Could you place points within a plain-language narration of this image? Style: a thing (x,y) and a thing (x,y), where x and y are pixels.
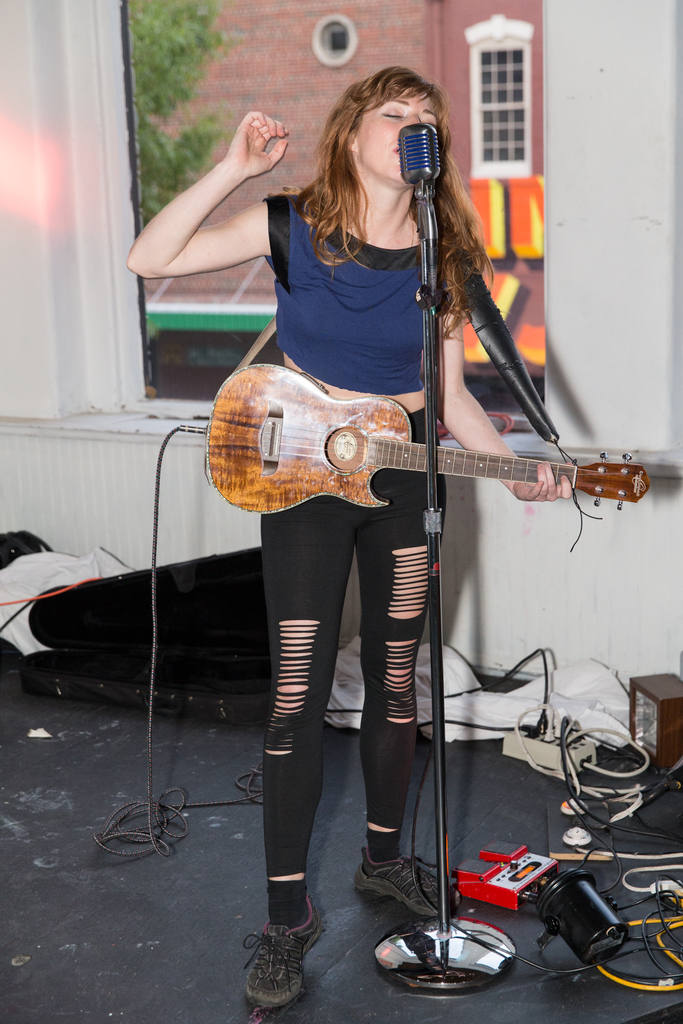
In the image we can see there is a woman (308,560) who is standing and holding guitar (284,420) in her hand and in front of her there is a mic (430,165).
